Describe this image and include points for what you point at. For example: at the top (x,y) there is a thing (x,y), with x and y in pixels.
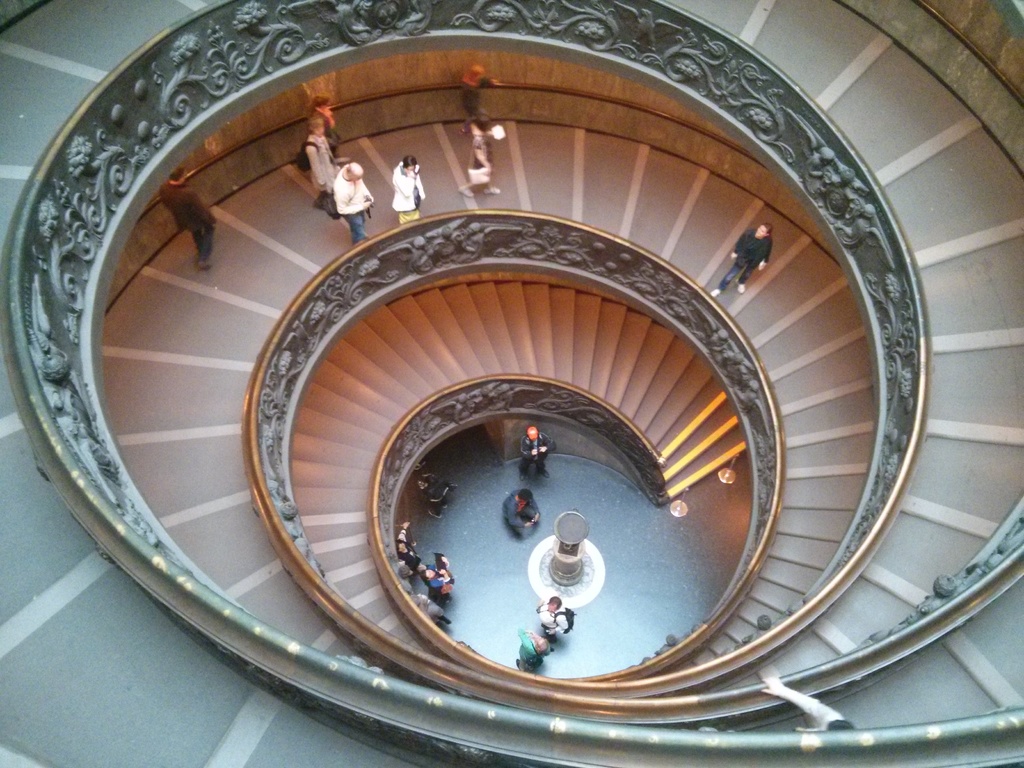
There are steps (118,598) in the shape of spiral. There are many people (354,193) on the steps (629,336). On the side of the steps (352,526) there is a small wall (132,116) with some art (231,48) on it.
